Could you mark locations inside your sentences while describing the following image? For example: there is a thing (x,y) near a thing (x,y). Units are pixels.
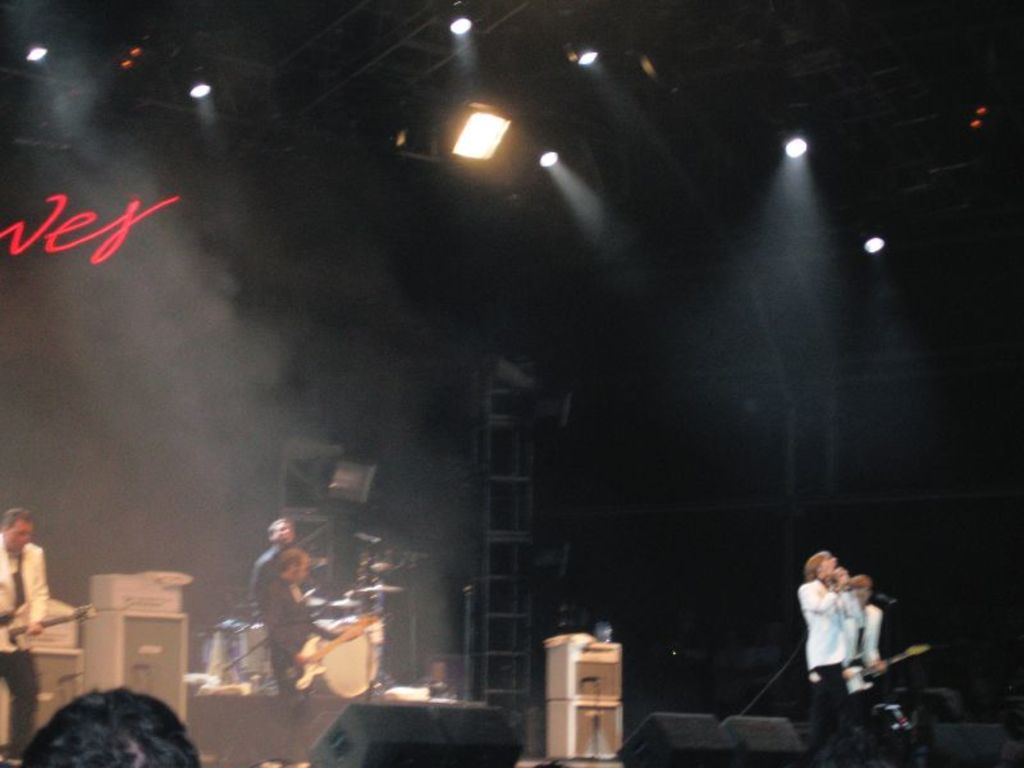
In this picture we can see some people (291,659) playing musical instrument (372,596) such as guitar (97,609), drums (377,635) and singing on mic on stage (403,680) and in front of them we can see lights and in background (489,492) pillar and it is dark.
